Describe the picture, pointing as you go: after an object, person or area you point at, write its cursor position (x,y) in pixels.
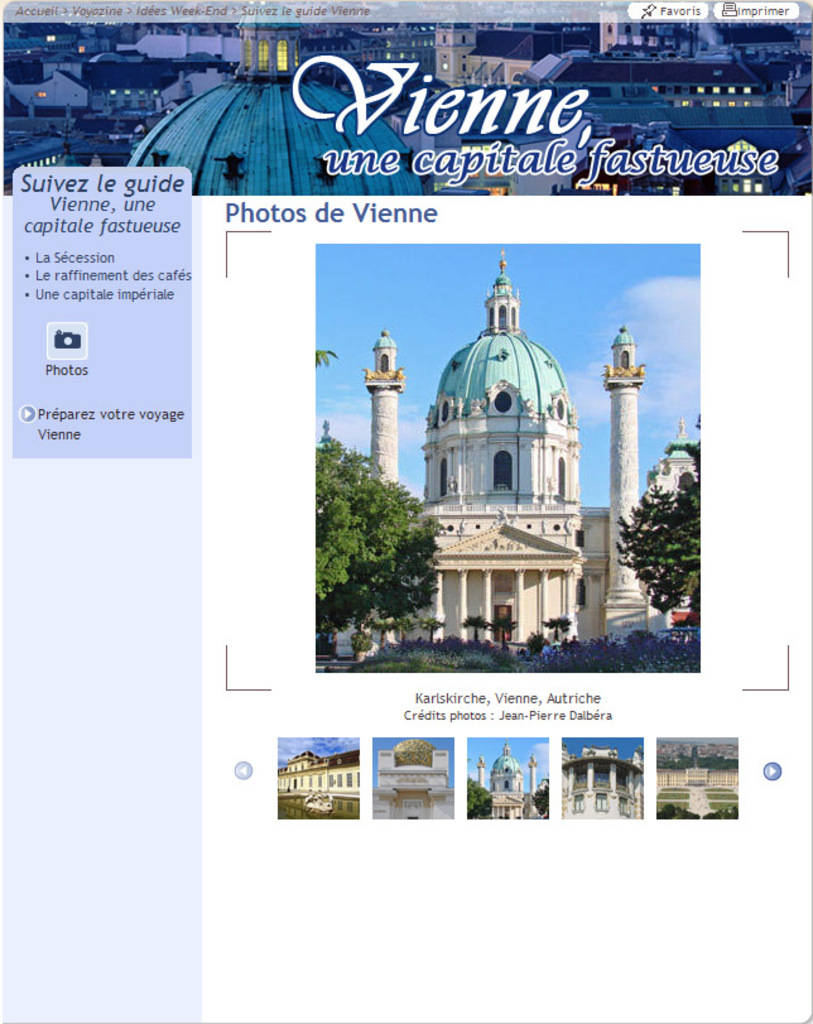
Here we can see a web site page (475,461) and on it we can see pictures (547,782) of buildings (592,621), trees (470,794) and some text (68,431) written on it. At the top (225,126) we can see heading (491,108) and buildings (738,88).
